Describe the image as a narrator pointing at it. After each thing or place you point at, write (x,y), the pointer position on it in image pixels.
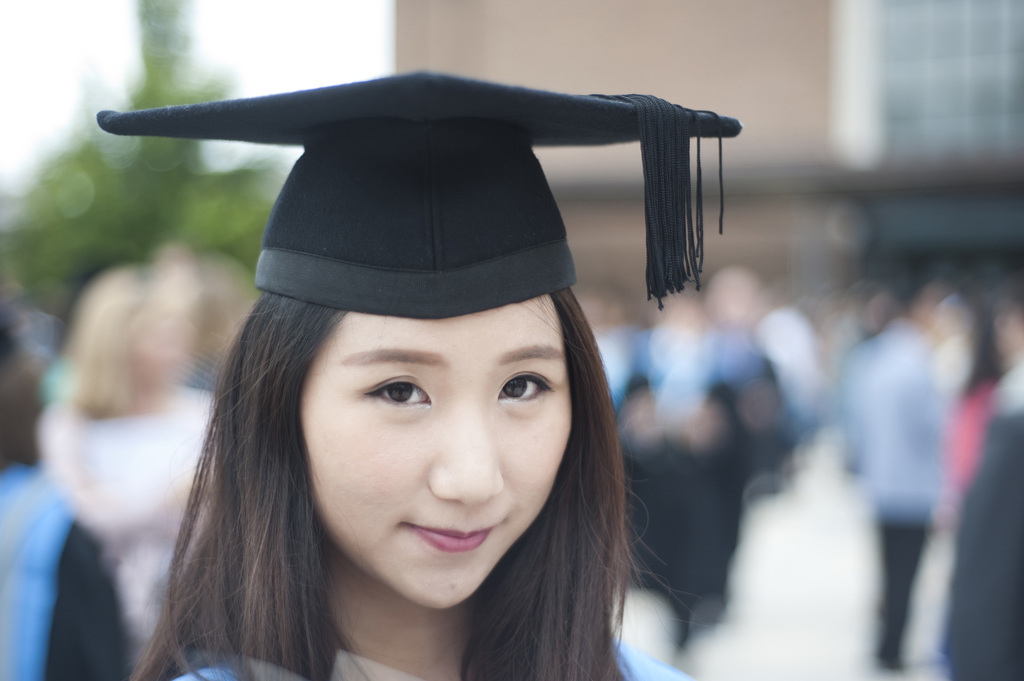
Here in this picture we can see a woman (308,451) wearing a cap (357,205) on her and smiling present over there.
